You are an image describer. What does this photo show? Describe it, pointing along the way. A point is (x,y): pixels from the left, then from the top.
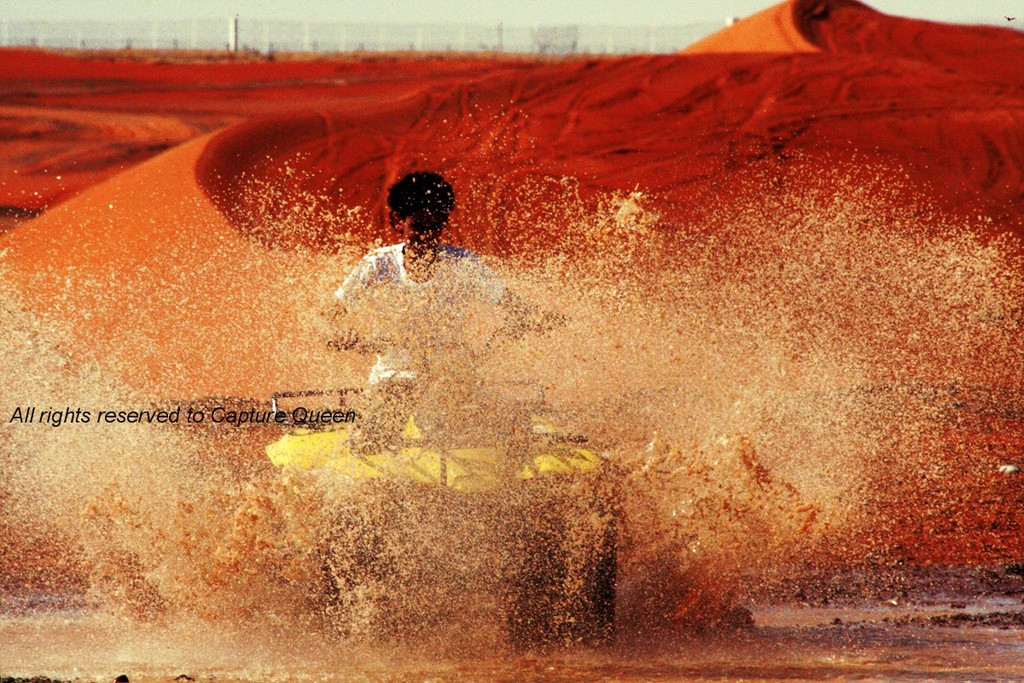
In this picture we can see a person (397,284), water (348,398), sand (496,202), fence (569,27) and in the background (641,1) we can see the sky (89,20).
